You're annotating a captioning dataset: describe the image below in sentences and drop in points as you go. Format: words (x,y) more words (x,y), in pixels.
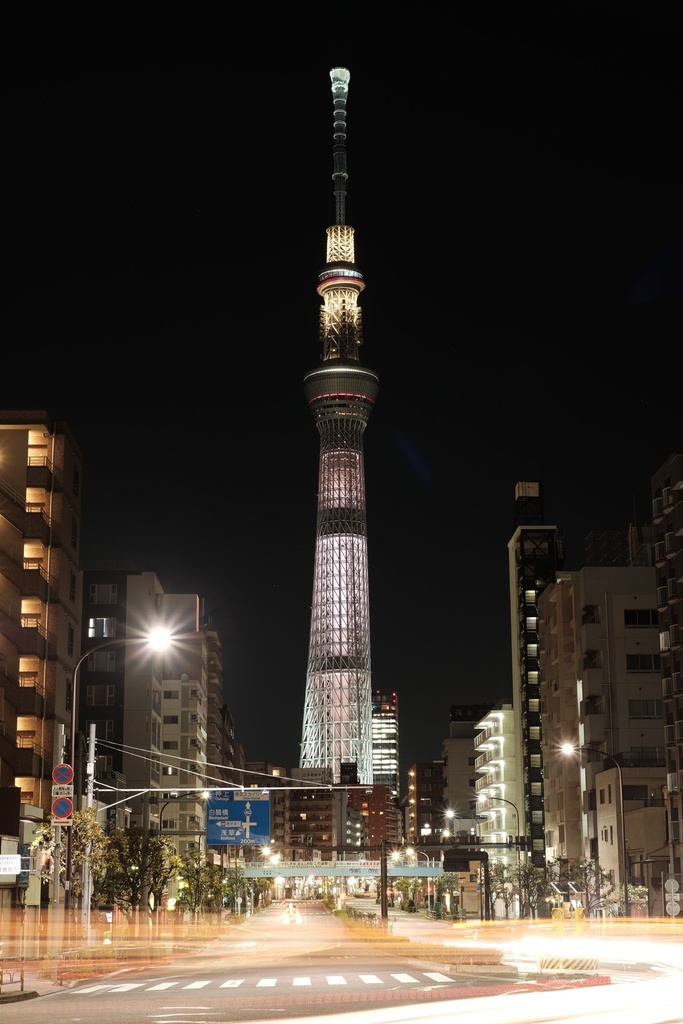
In this image, we can see few buildings (55,674), tower (354,677), poles (306,788), sign boards (233,799), lights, trees (98,885). At the bottom (334,989), we can see a road (212,945). Few white lines (155,985) here. Background we can see dark.
